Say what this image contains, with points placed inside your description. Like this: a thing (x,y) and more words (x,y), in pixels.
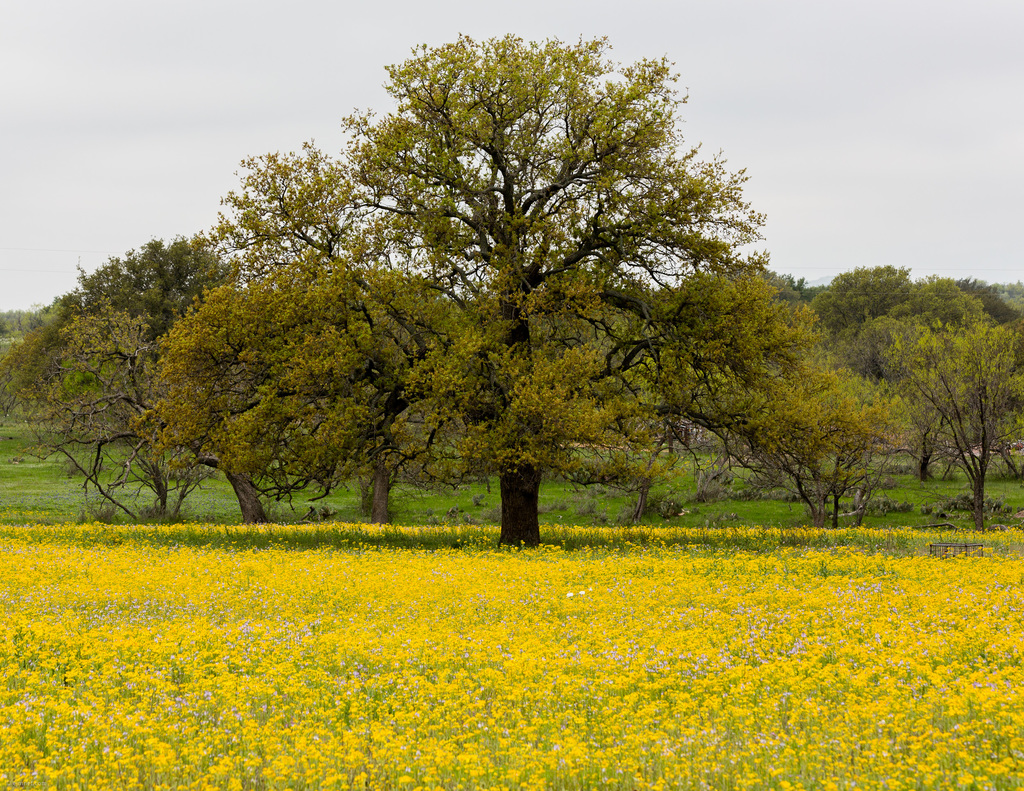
As we can see in the image there are plants (476,654), flowers (428,634), grass (55,465), trees (275,458) and a sky (677,64).
